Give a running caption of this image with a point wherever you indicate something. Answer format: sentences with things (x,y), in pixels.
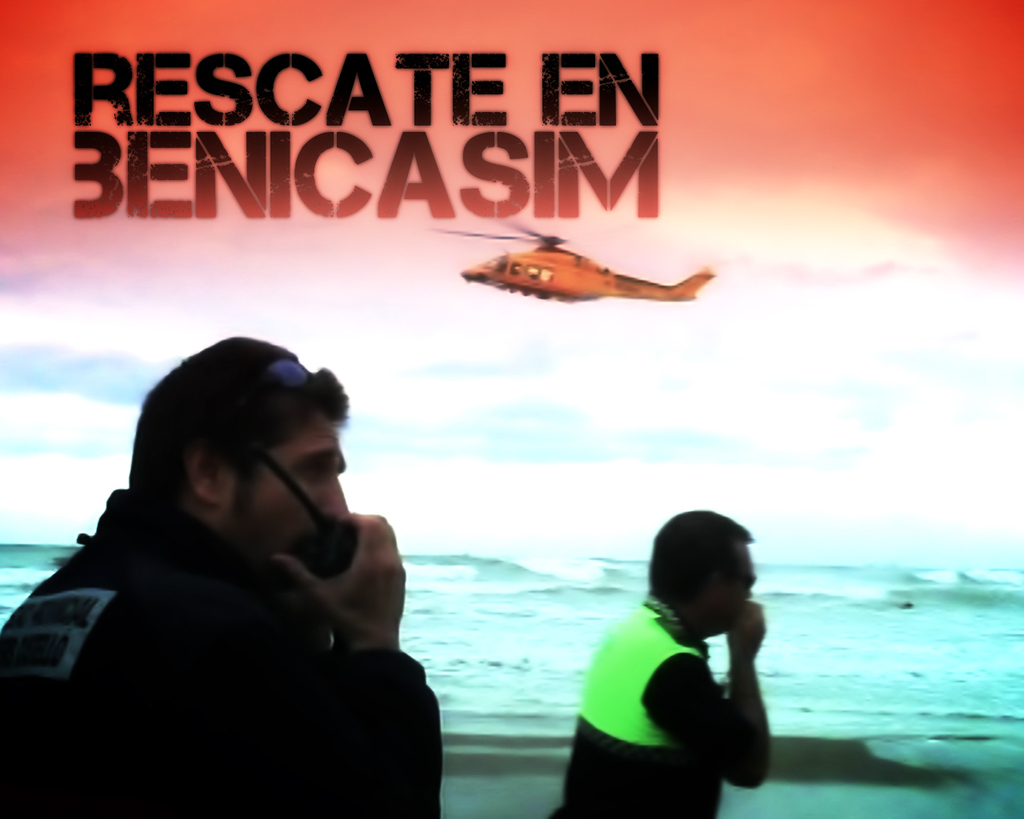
In this picture there are two security persons (338,709) wearing a black color jacket (286,699) and talking on the walkie talkie (316,523). Behind there is a sea waves (550,626). On the top (485,267) there is a helicopter (569,296) in the sky (578,304) and a small quote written on the top left side (206,151).
